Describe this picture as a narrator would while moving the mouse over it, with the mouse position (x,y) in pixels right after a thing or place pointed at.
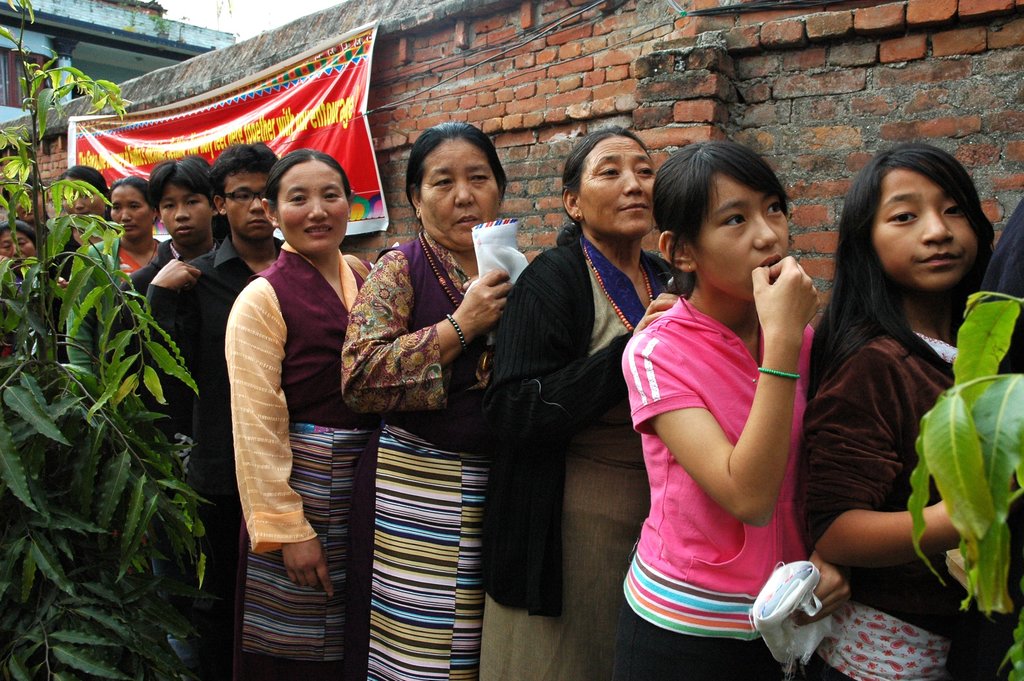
In this image in the foreground (523,319) there are few people (272,311) who are standing and some of them are holding some clothes (491,261), on the left side (79,359) there is a tree (88,302) and in the background (67,140) there is a wall (533,85). On the wall (752,64) there is one poster (238,144) and also there is one house (189,35).
